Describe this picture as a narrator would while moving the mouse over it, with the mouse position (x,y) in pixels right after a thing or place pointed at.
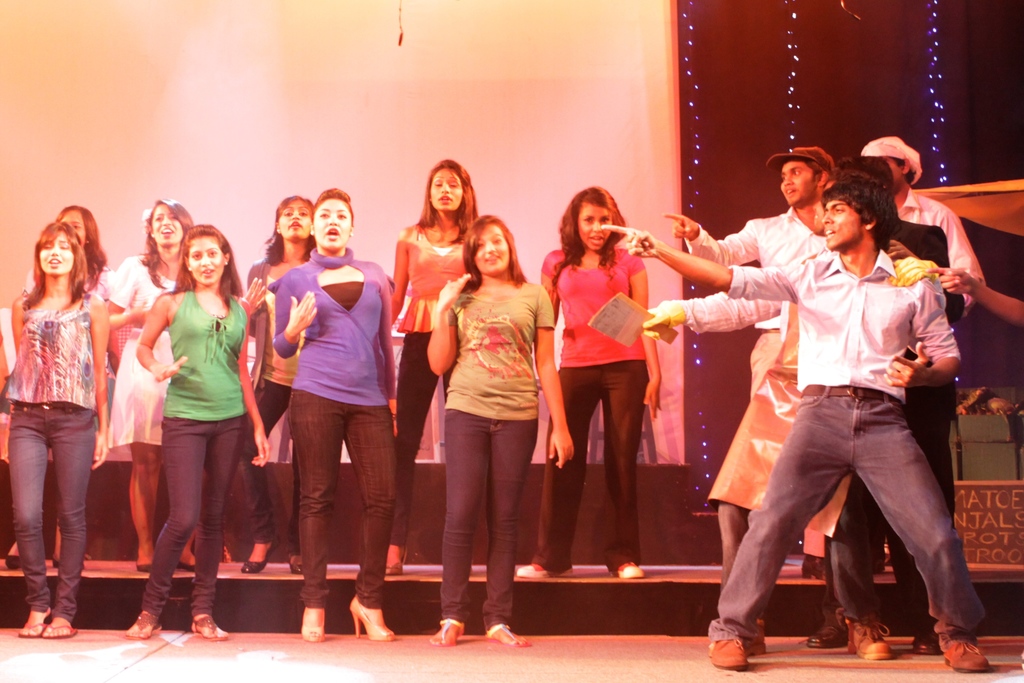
In this image we can see men (906,147) and women (182,366) standing on the floor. In the background (616,136) we can see electric lights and walls (424,116).
